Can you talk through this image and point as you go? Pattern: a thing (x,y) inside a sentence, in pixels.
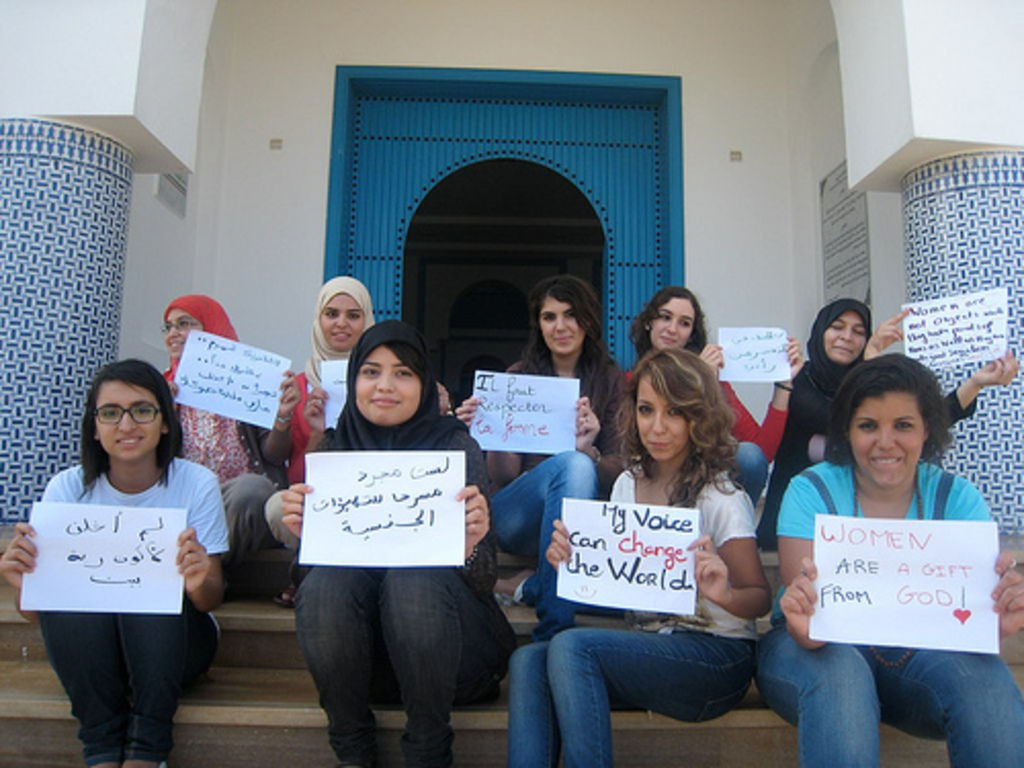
In this picture there are girls (25,529) those who are sitting in the center of the image (672,468) on the stairs (46,684), by holding papers (676,532) in their hands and there are pillars (975,274) on the right (872,70) and left side of the image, there is a door (502,174) in the background area of the image (449,162).
